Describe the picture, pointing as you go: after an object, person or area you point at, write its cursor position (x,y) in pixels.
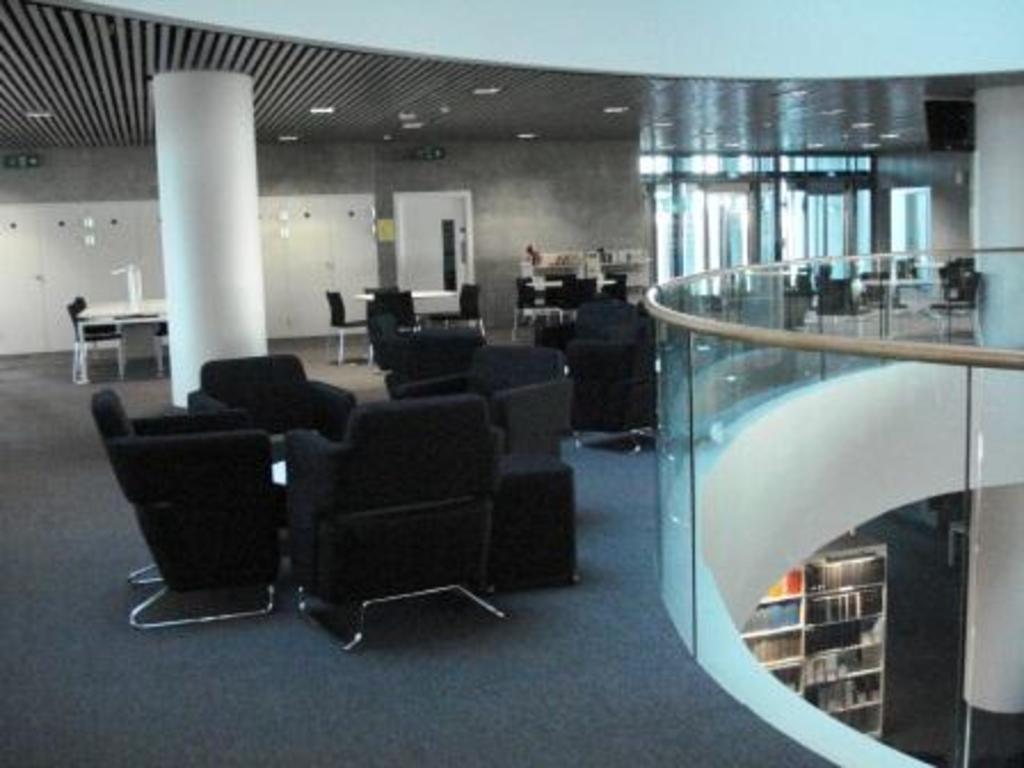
On the right side (979,398), there is a glass fence (825,538) on the floor (374,607). On the left side (333,562), there are chairs (339,580), there are tables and other objects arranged on the floor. In the background (4,218), there is a wall (551,234) and there are files (835,609) arranged on the shelves (755,634).
